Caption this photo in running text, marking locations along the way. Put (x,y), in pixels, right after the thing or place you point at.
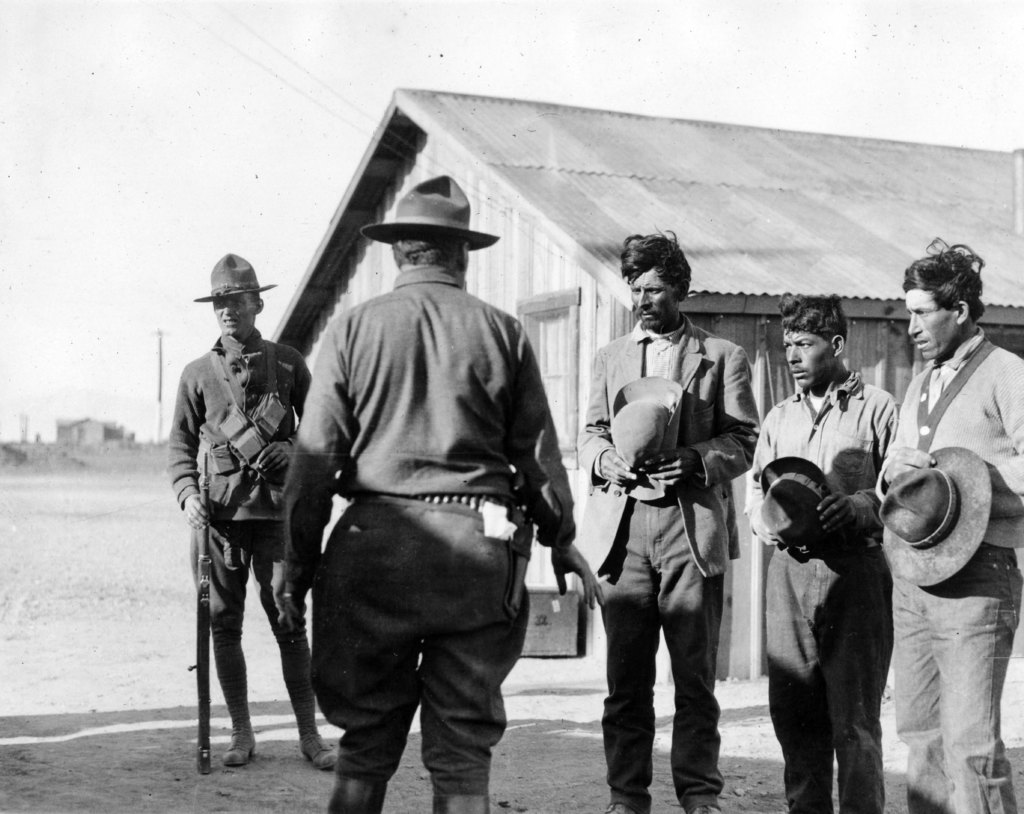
In this black and white image there are a few people (751,386) standing, few are holding hats (786,499) and one of them is holding a gun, behind them there is a house (620,279). In the background (161,399) there is another house (98,439), pole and sky (220,154).
